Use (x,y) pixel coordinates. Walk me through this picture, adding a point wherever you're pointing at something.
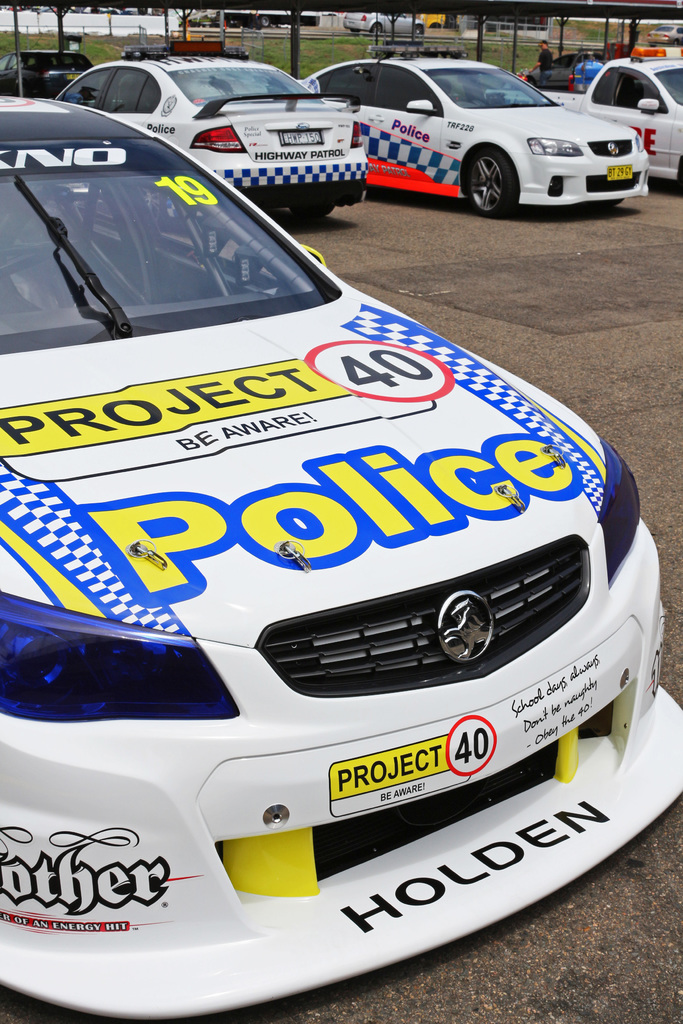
In this picture there are cars (268,362) in the foreground (349,491). At the back (62,39) there is a shed (665,2) and there is a person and there might be a building (540,22). At the bottom (620,999) there is a road (436,212).
